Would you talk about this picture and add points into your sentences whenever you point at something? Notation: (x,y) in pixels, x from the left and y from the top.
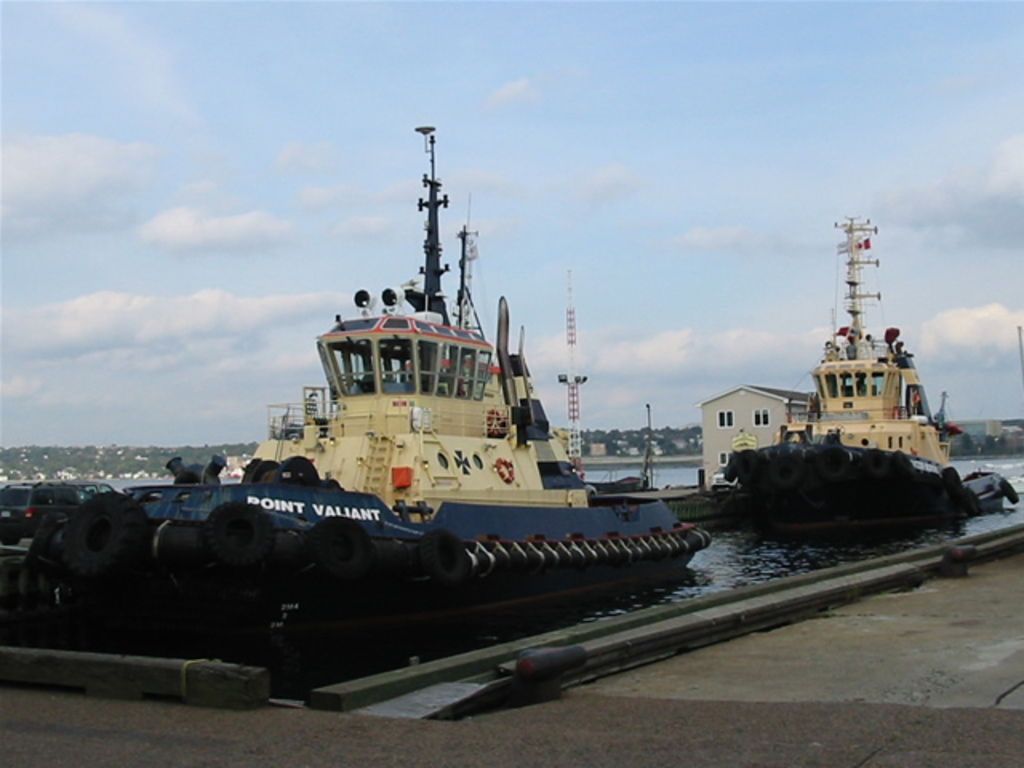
In this picture we can see tyres (102,565), swim tubes (506,471), tower (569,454), poles (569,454), house (776,400) with windows (768,418), ships (839,436) on water (342,662), path (692,766), trees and some objects (90,484) and in the background (495,291) we can see the sky (512,131) with clouds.
